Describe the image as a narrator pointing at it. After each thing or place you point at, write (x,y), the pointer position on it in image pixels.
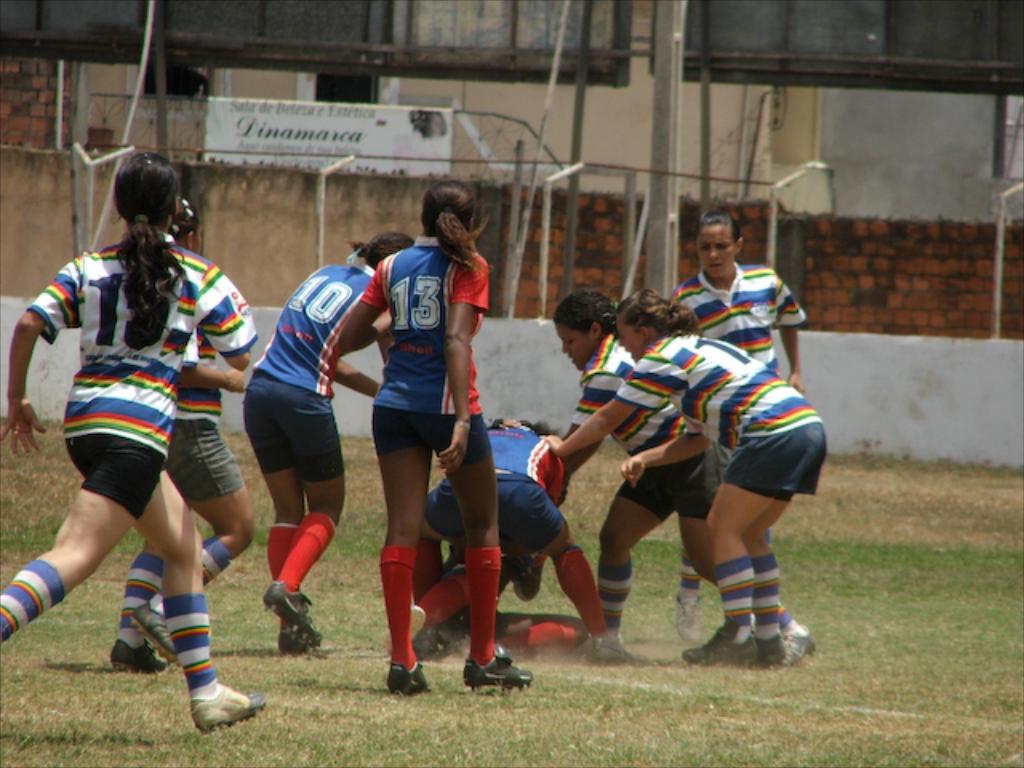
In this picture there are people (700,269) and we can see grass (868,653). In the background of the image (869,417) we can see boards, poles (564,175), walls (766,177) and windows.
